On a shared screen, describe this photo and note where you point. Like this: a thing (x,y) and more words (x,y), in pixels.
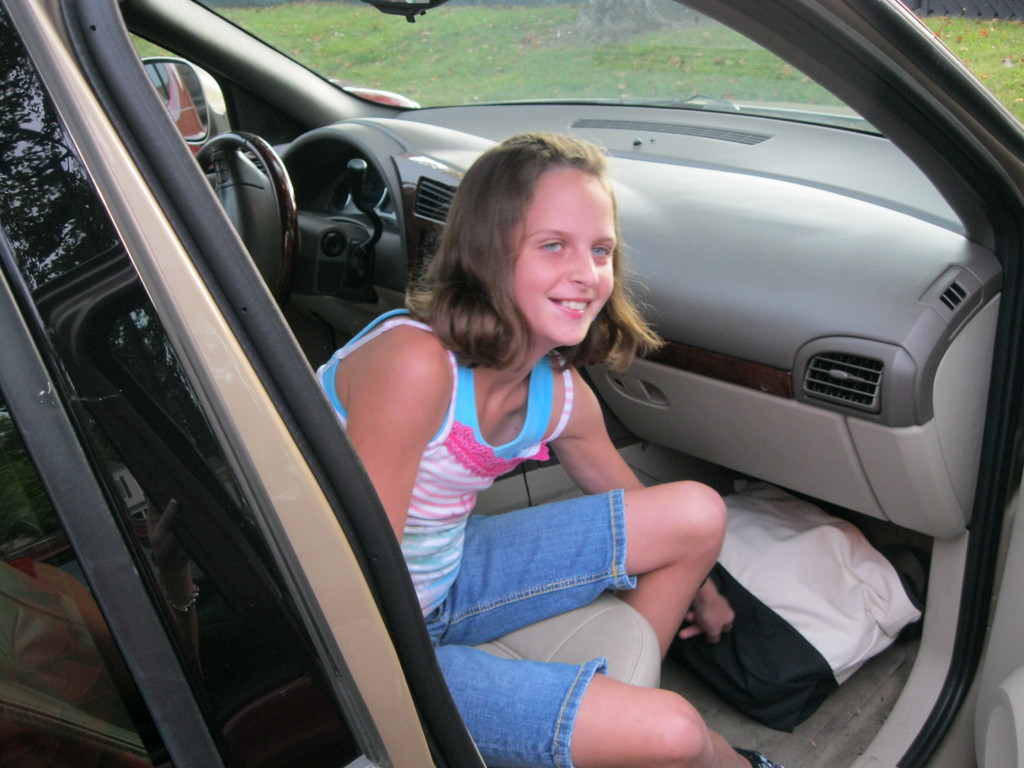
In this picture we can see girl (423,322) smiling sitting inside car (250,355) and beside to her we can see a bag (770,609) and at back of her we can see steering (284,270), mirror (220,99) and from glass (486,88) we can see grass (424,43).
